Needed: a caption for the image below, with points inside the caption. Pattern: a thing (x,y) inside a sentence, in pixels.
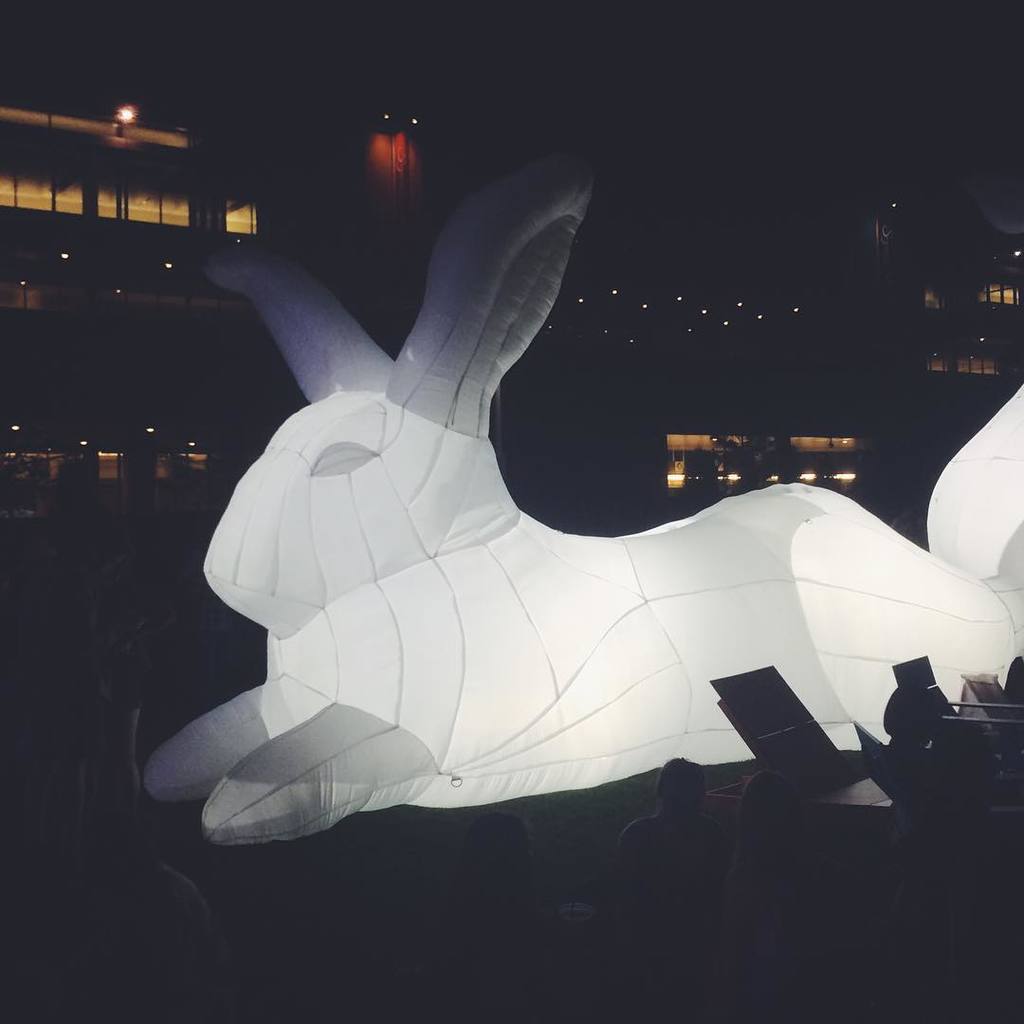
In the image there is an inflatable (607,624) of an animal (656,568) and behind the inflatable (469,545) there is a building (602,377).
